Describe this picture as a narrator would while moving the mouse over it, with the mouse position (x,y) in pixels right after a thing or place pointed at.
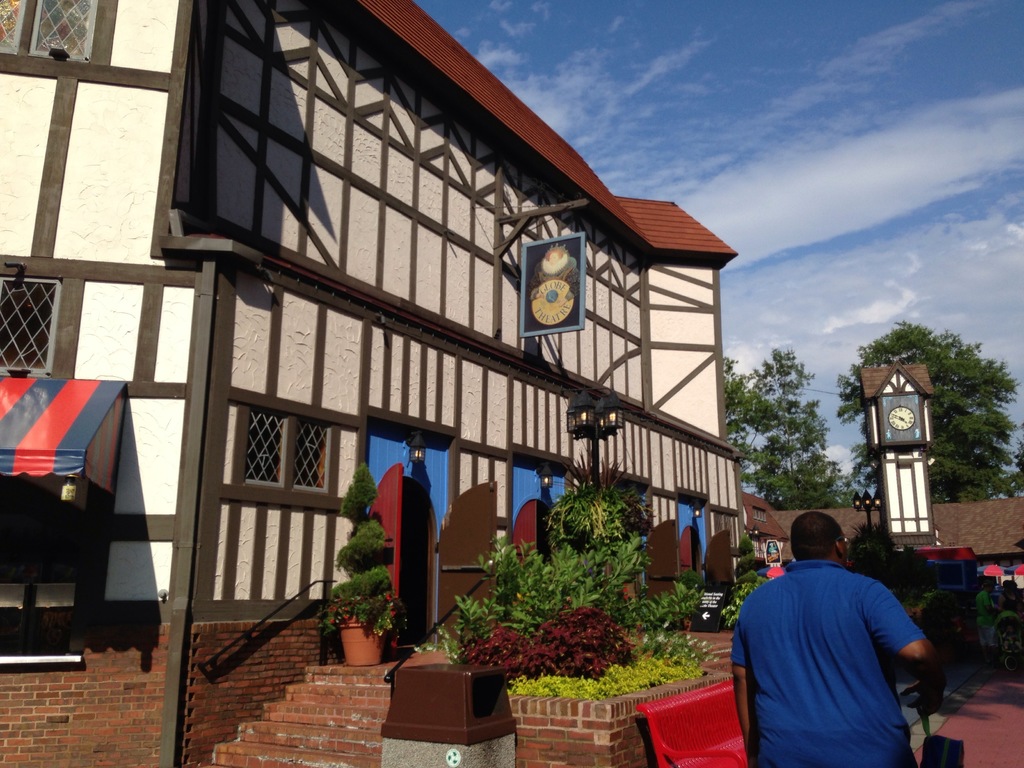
In this image, this looks like a building (313,257) with the windows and doors (658,535). These are the plants (591,609). I can see the stairs (358,712) with staircase holder (406,657). Here is a person (796,682) standing. This looks like a bench (684,743), which is red in color. I can see a clock tower (890,501). These are the trees (954,392). I can see the clouds (763,239) in the sky (876,141). This looks like a name board (543,302), which is hanging. I think these are the lamps (544,473) and a light pole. On the right side of the image (913,560), I can see the bushes (915,621).
